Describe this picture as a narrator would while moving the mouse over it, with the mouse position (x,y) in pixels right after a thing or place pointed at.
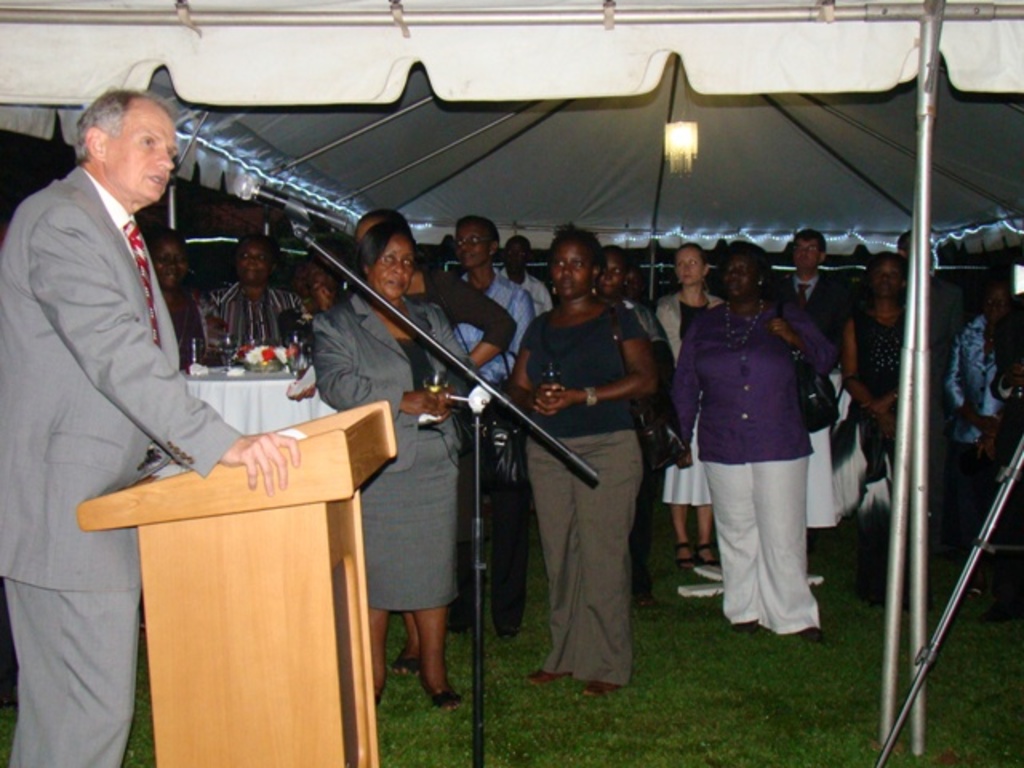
In this picture I can see group of people (511,369) are standing on the grass (711,670). On the left side (73,374) I can see a man (116,379) is standing in front of a podium (253,615) and microphone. The man (75,549) is wearing a suit (72,507). In the background (686,152) I can see lights (677,166) and poles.
